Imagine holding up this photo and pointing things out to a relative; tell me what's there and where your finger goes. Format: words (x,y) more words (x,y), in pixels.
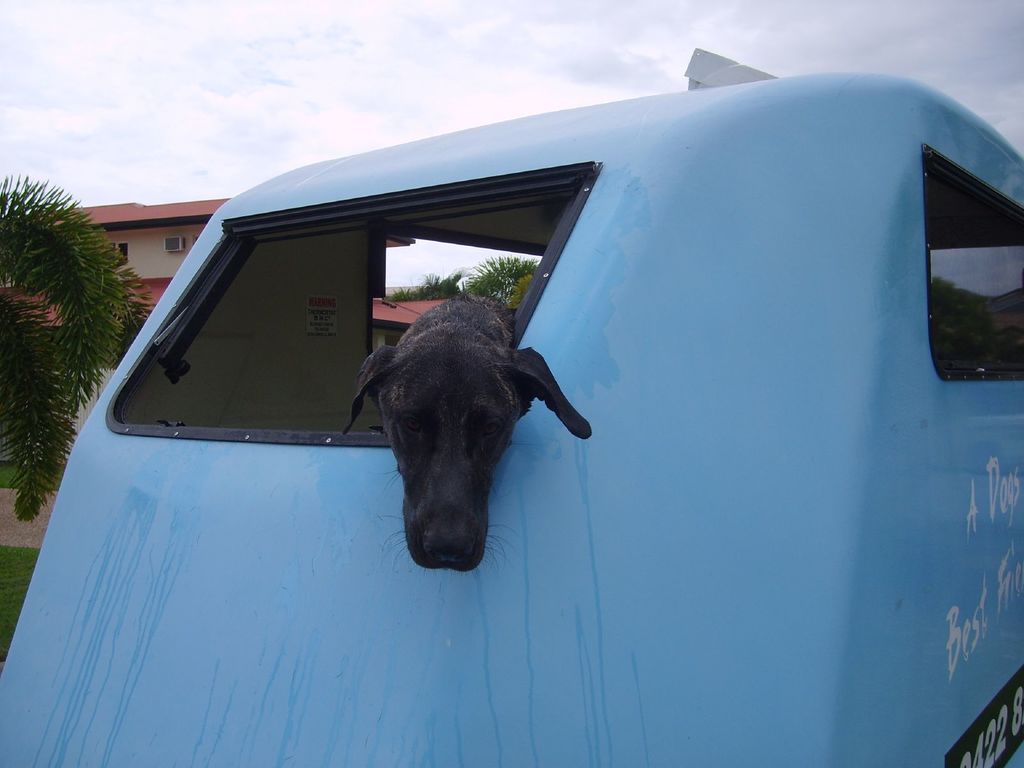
In this picture there is dog (445,391) looking from the back side window (138,416) of a vehicle (714,500), which is in blue color. And the dog (415,495) is in black color. In the background (88,356), there are some trees (94,295) and a building (172,250) here. We can observe a Sky (213,89) with clouds (252,57) covered here.
